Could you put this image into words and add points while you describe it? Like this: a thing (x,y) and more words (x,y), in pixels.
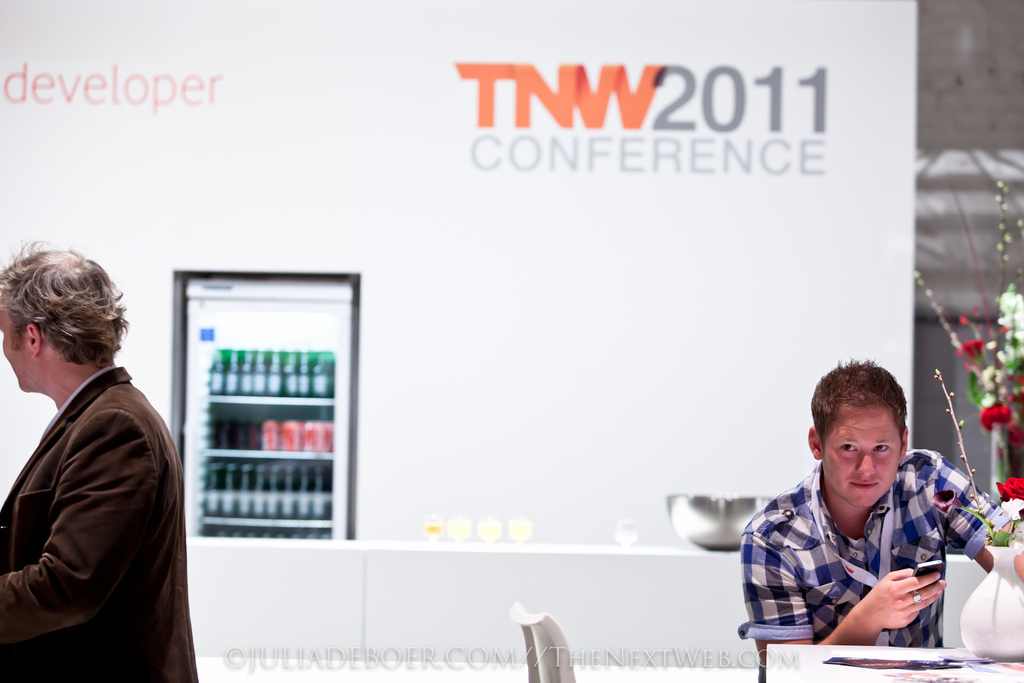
In this picture there is a table (821,668) in the bottom right side of the image (897,670), on which there is a poster (941,666) and a flower vase (995,591), there is a person (928,590) who is sitting in front of a table (859,672), there is a chair (526,625) at the bottom side of the image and there is another person (16,332) on the left side of the image (31,609), it seems to be there are glasses (519,538) and a bowl (742,507) on a desk (667,557) in the image and there is a poster (611,85) in the background area of the image (731,259).
